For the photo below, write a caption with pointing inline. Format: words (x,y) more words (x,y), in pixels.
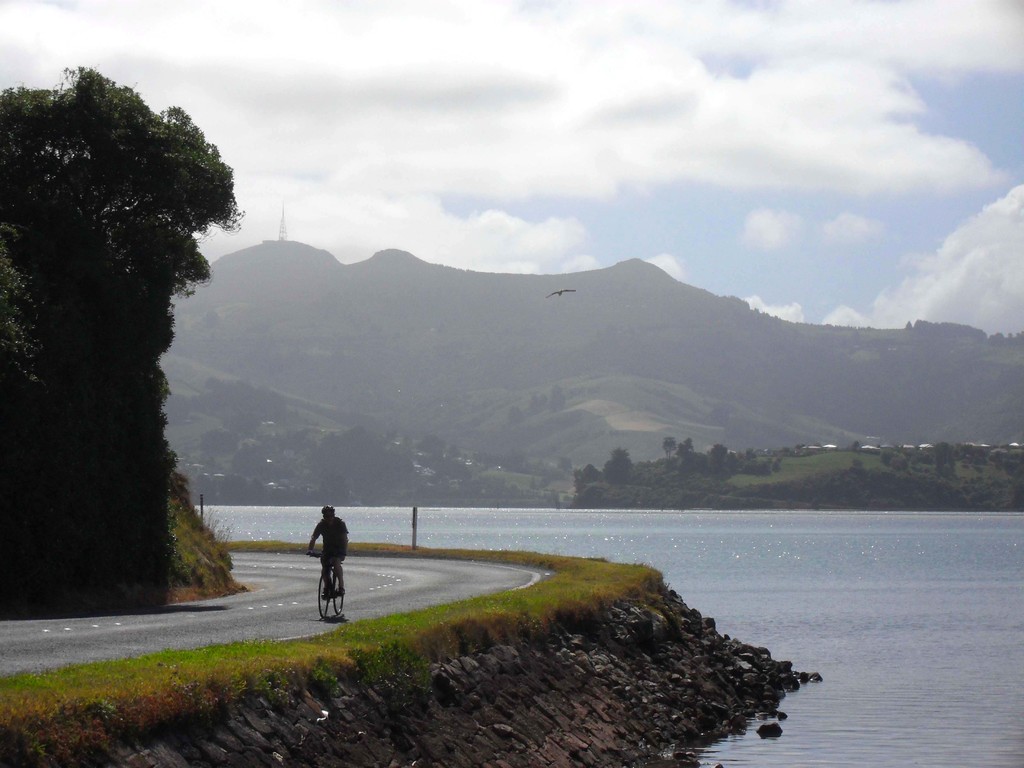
In the background (802,44) we can see the clouds (785,31) in the sky (958,125). In this picture we can see the hills (307,420), trees (897,498), poles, water (897,666) and stones (530,707). We can see a bird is flying. On the left side of the picture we can see a person (342,527) wearing a helmet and riding a bicycle (339,578).
